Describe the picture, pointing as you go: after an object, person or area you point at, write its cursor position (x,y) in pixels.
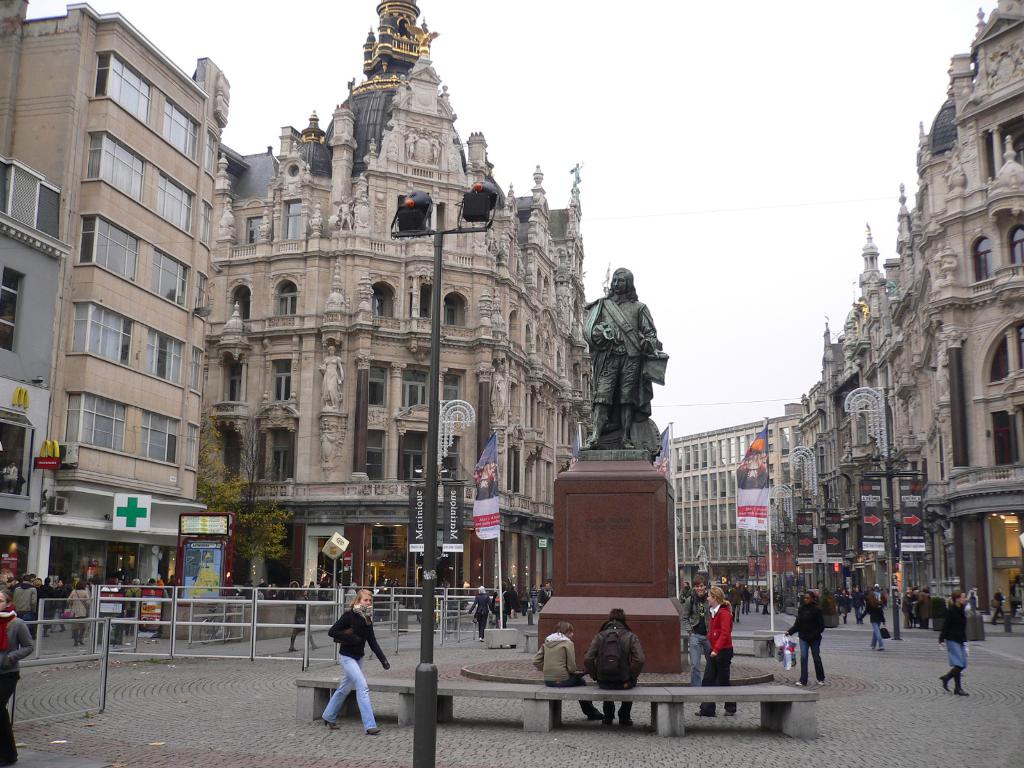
In this image there are buildings (425,459), poles (430,466), lights (424,219), banners (420,528), boards (146,521), people (12,606), railings (464,596), bench (662,701), sky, statue (613,330), stone (625,481), trees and objects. Something is written on the boards (189,528) and banner (841,521). Among them few people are walking and few people (570,658) are sitting.
